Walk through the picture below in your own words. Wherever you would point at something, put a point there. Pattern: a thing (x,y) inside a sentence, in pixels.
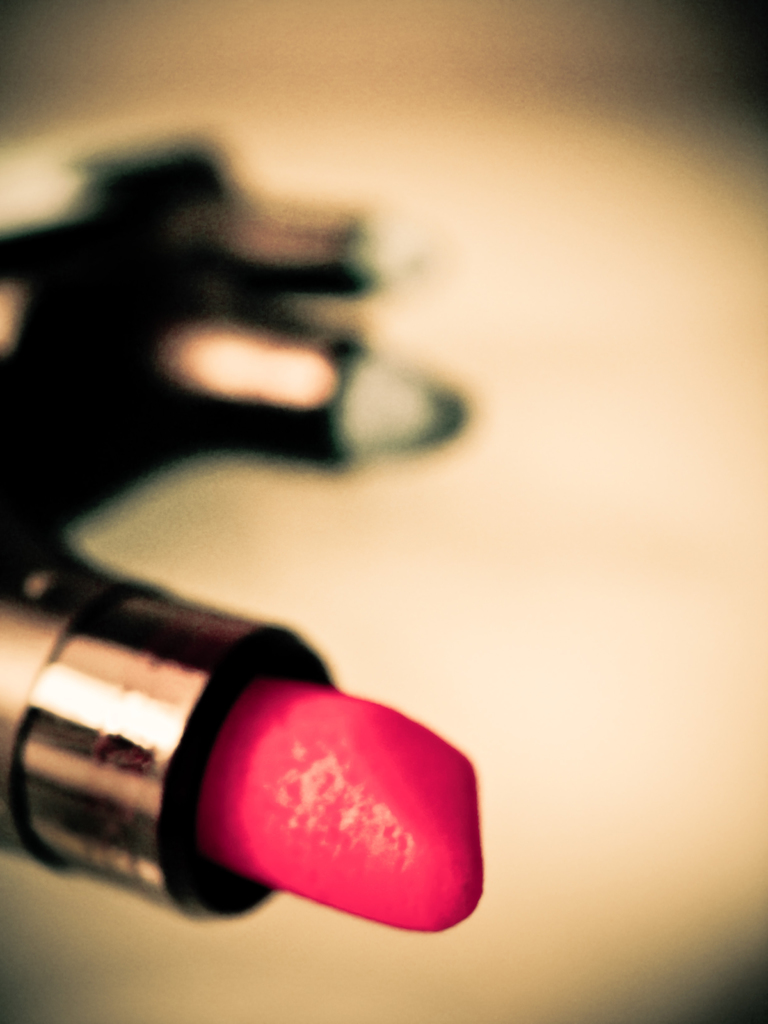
In the foreground of this picture (148,681), there is a lipstick (197,746) and the background (477,256) is blurred.
